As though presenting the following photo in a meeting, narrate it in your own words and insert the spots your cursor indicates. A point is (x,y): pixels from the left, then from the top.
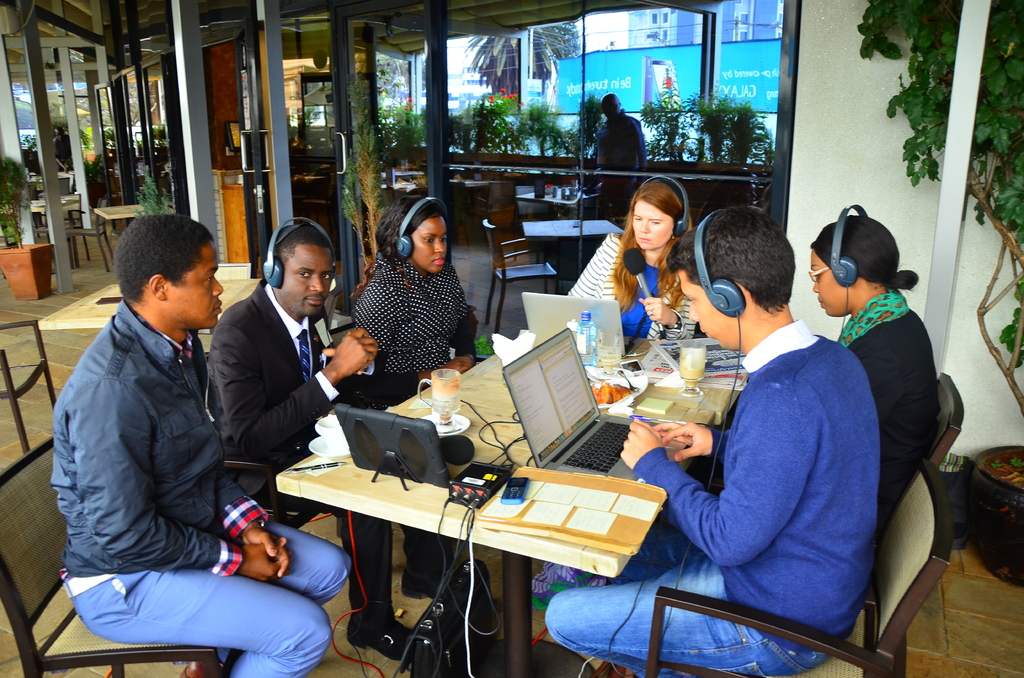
In this image I can see there are group of people (445,311) who are sitting on a chair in front of the table (486,529). On the table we have laptops (563,354), water bottle (580,348) and few other objects (608,346) on it.
